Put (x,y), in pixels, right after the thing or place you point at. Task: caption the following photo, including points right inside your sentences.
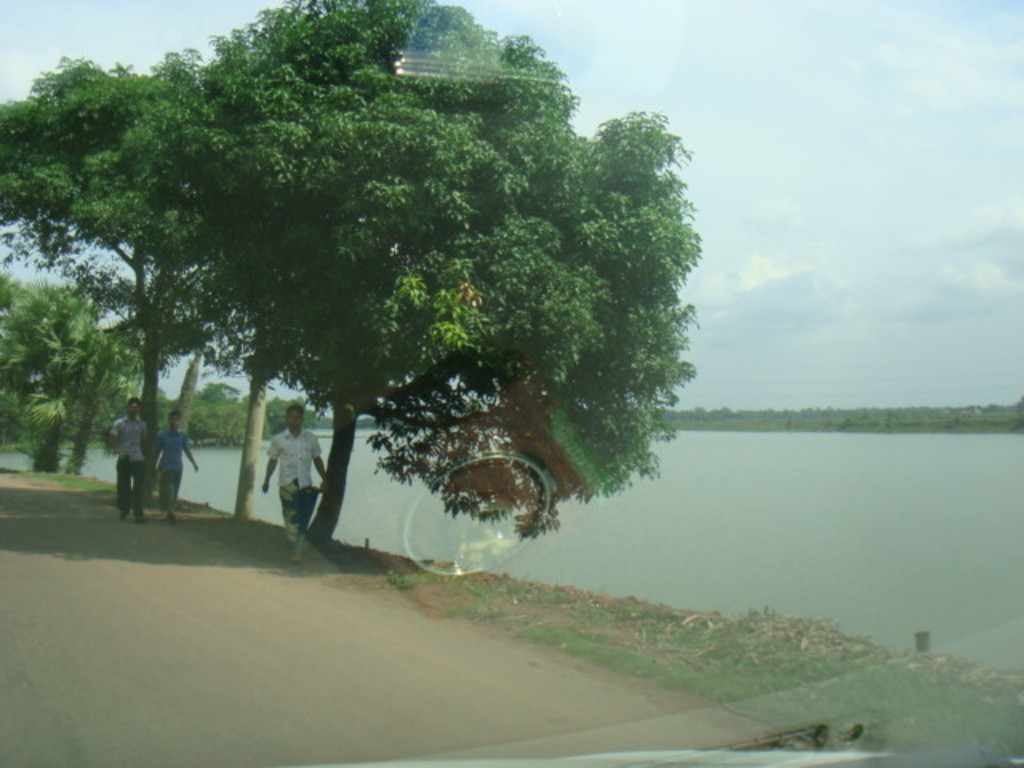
In this picture I can see few people (131,459) walking and I can see trees (276,341) and water (696,456) and a cloudy Sky (864,204) and the picture might taken from the glass (786,714).
